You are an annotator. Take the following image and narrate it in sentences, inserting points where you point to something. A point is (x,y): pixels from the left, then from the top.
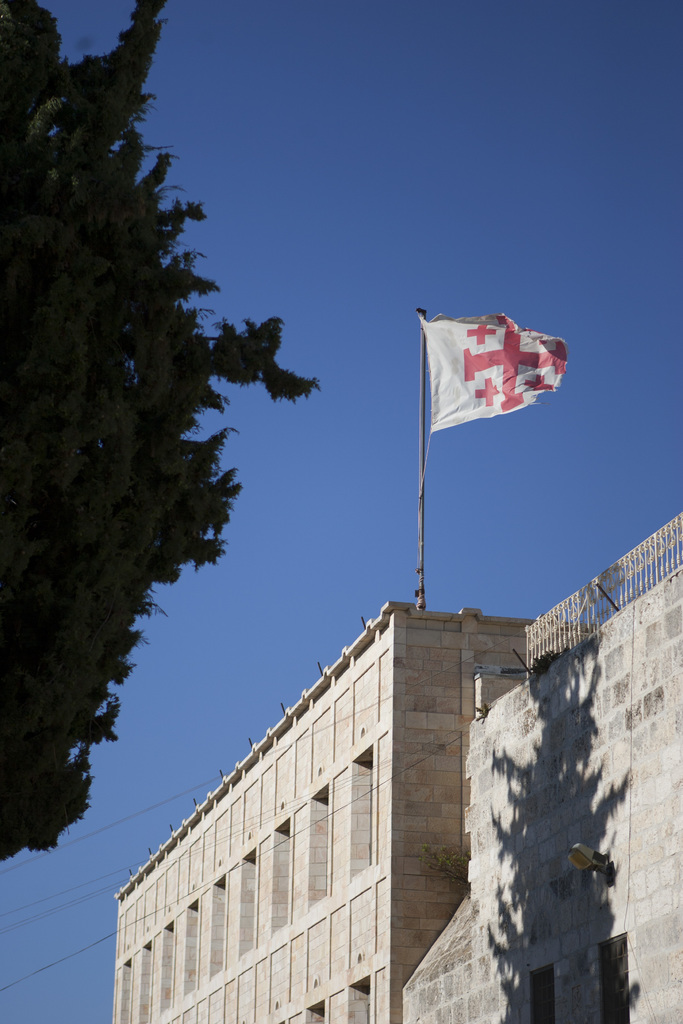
As we can see in the image, there is a tree (136,334). On the top (365,194) there is a blue sky (427,204). In the front (438,968) there is a white color building (455,771). On building (447,986) there is a flag (471,388).
